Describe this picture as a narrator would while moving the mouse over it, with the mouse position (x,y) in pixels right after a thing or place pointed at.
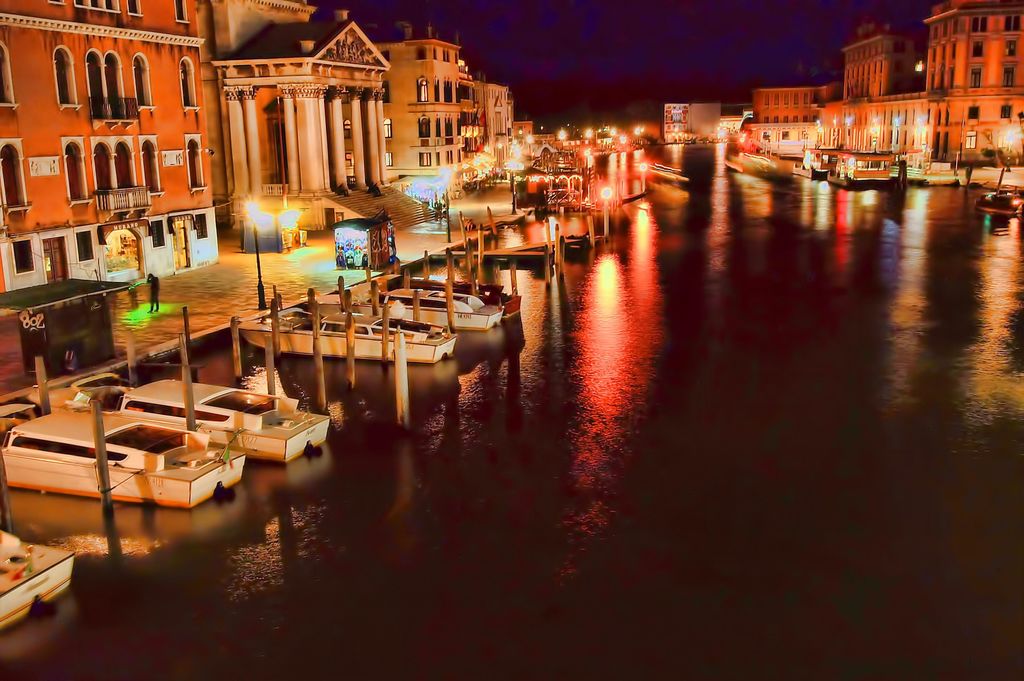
In this picture I can see some ships (299,414) on the water surface (442,390), side few people (158,284) are walking on the road (171,277), around there are some buildings (205,97).
